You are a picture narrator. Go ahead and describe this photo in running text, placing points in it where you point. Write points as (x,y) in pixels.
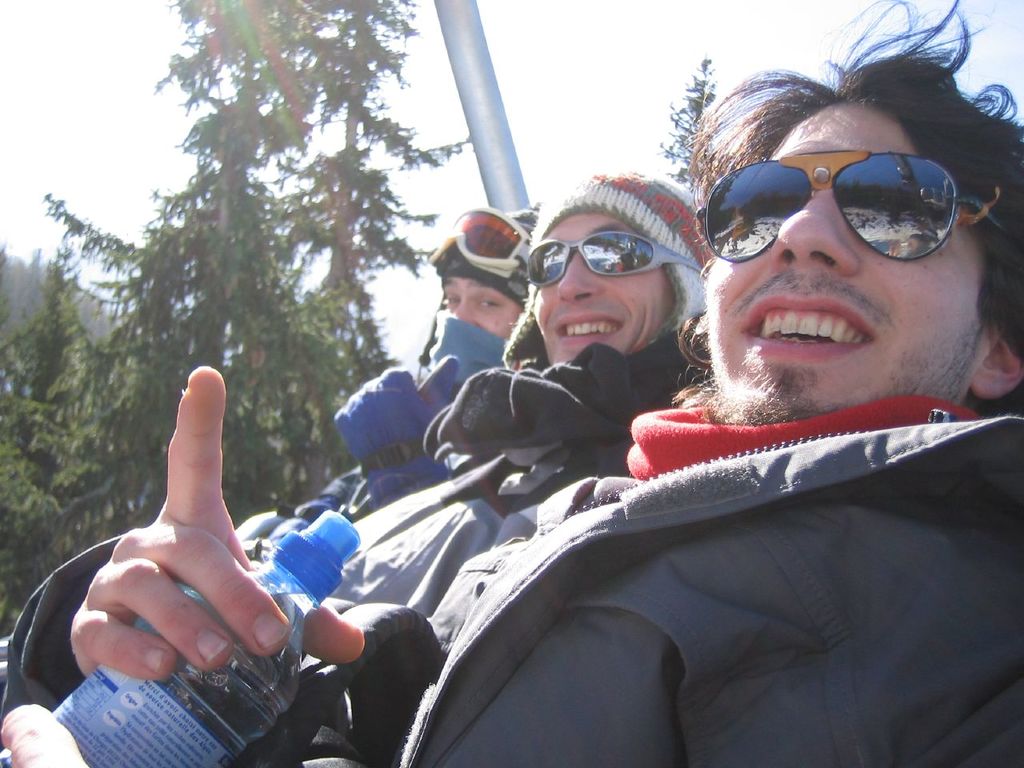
In this image we can see this person (873,416) wearing glasses (924,210) and black color jacket (747,502) is holding a bottle (233,710) and these two persons (456,410) wearing jackets (523,489) and glasses (624,257) are smiling. In the background (602,8), we can see trees (74,473) and the sky (563,42).
